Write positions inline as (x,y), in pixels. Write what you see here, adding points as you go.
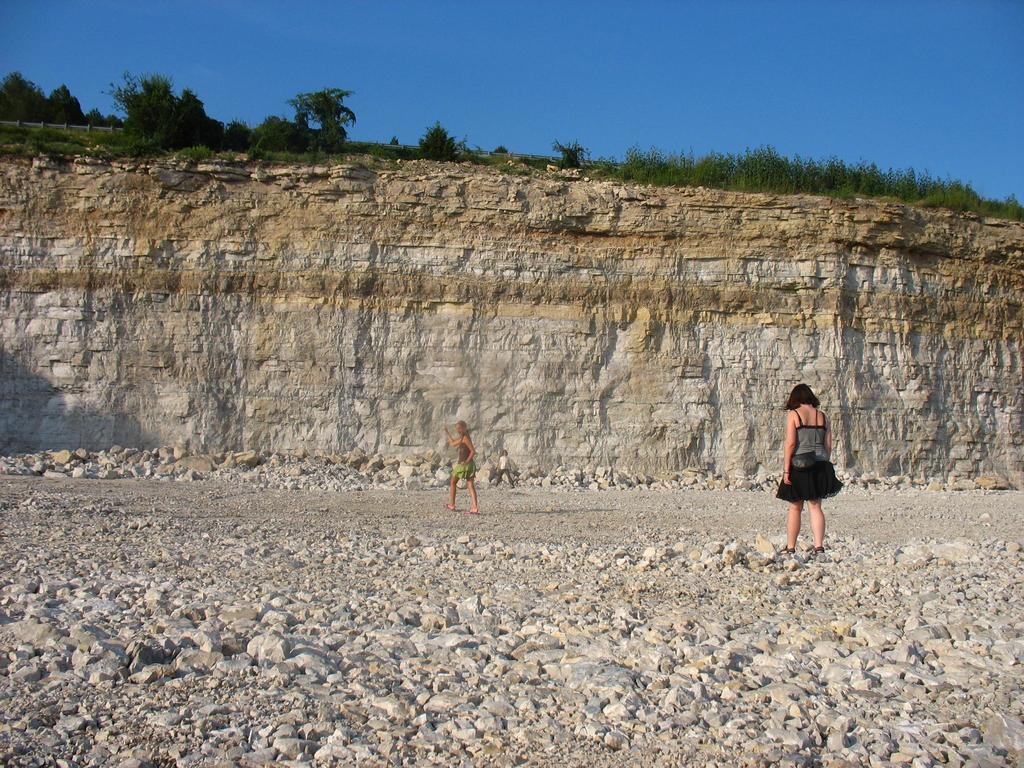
This image consists of two women (793,474). On the right (826,481), the woman (816,523) is wearing a black dress (825,467). At the bottom (437,637), there are rocks (534,635). In the front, there is a big rock (369,265) along with grass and small plants (159,126). At the top (560,71), there is sky (578,69).
